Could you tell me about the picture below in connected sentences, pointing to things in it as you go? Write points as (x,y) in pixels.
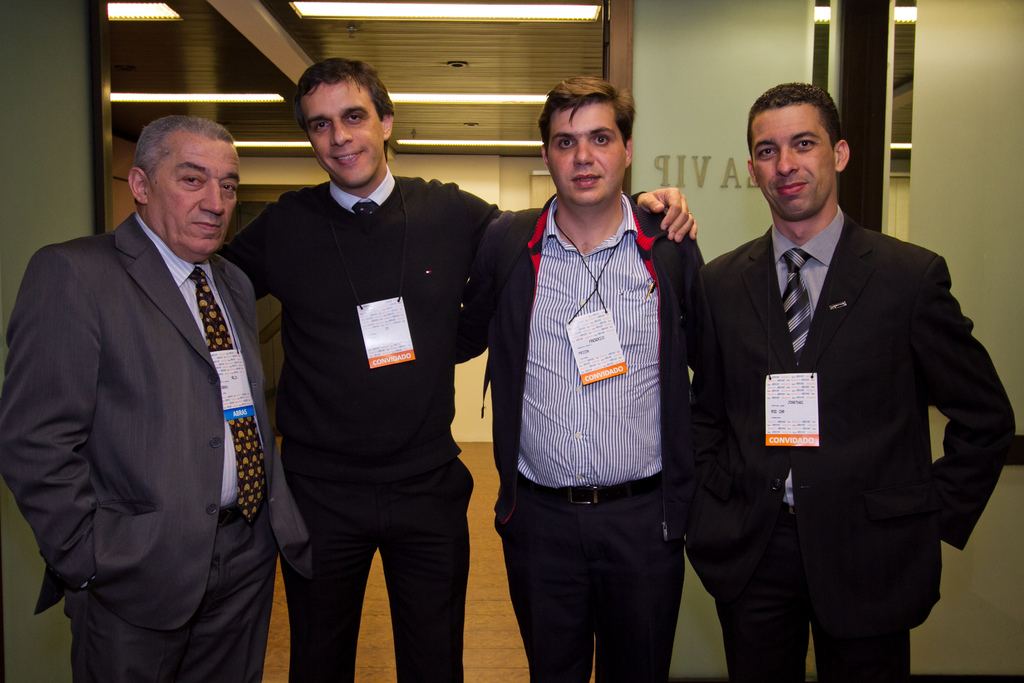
In this image we can see there are four people (469,311) standing on the floor (495,648) with a smile. In the background (511,196) there is a wall (521,197). At the top of the image (354,40) there is a ceiling (574,44).
